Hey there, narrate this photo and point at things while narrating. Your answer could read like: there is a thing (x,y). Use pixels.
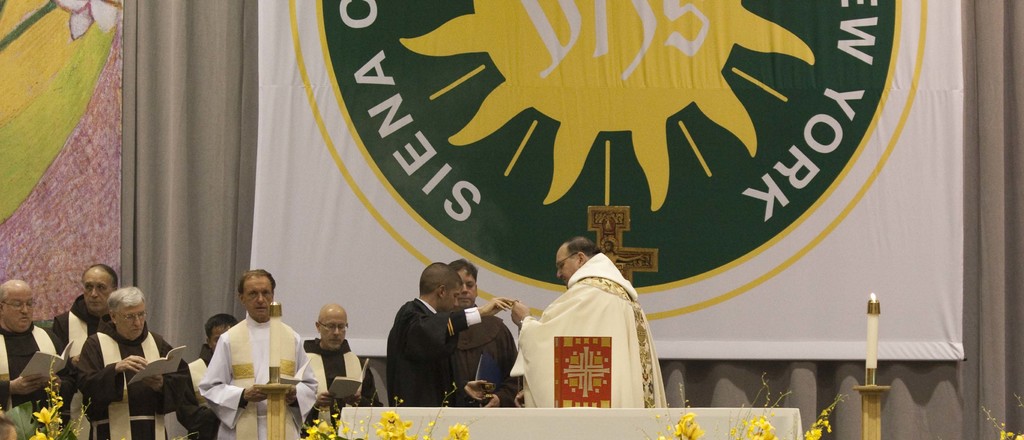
In this image we can see there are people (251,372) standing and holding books (480,376). In front of them there are flowers (61,426) and there is a table (667,410) with a cloth (783,419). And at the back (741,295) there is the banner (523,138) and a curtain (180,130). And there is the wall (104,141) with painting (104,141) and stand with candle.
